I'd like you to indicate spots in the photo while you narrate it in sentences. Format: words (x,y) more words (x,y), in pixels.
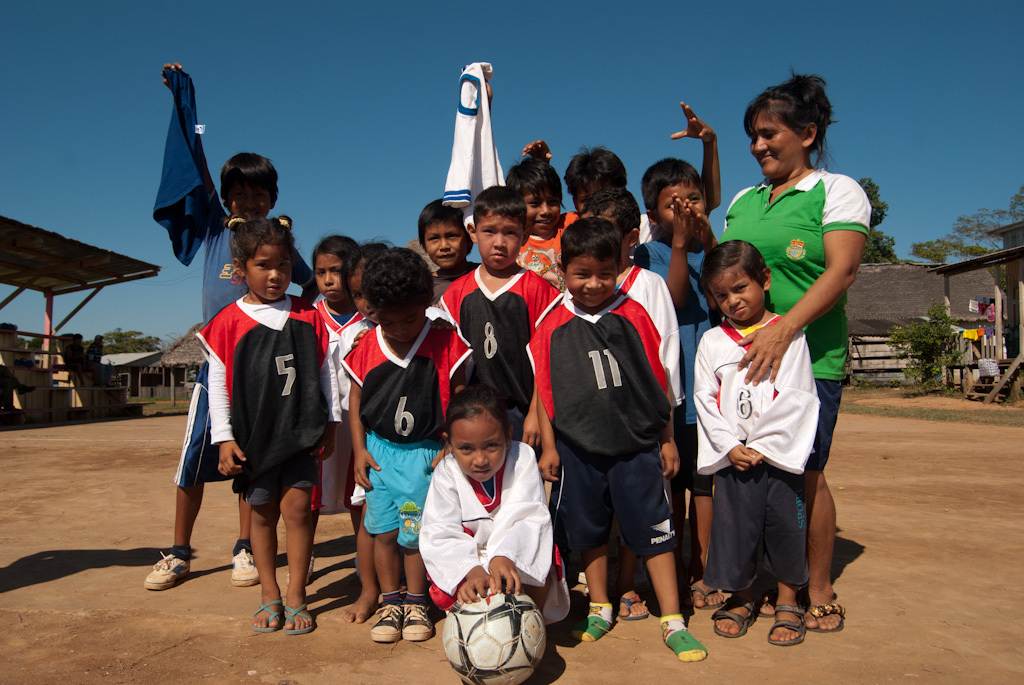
In the center of the image (473,282) we can see people (212,315) standing. At the bottom (500,649) there is a ball (522,641). In the background (864,367) there are sheds (975,258), trees (887,241) and sky (723,55).
